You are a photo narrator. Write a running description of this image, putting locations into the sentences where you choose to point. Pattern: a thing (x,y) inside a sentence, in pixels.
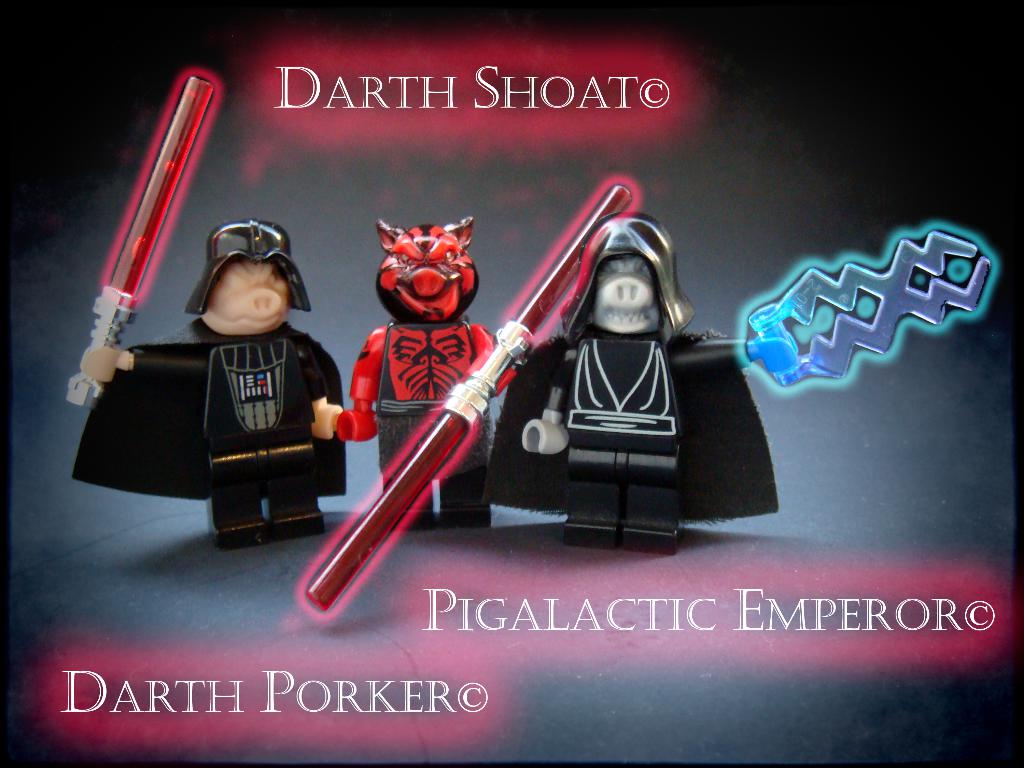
In this image there is a poster (501,298) with three toys (285,412) and some text (352,690) written on it.
